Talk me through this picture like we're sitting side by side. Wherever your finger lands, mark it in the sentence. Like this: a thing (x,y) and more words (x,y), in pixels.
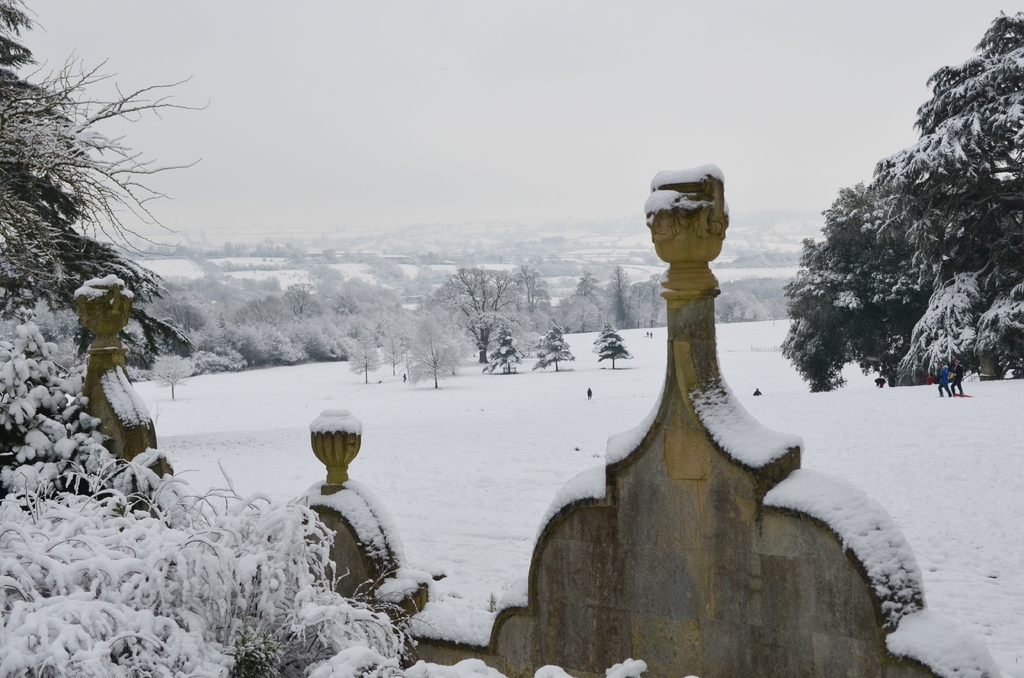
In this picture, it looks like a wall (539,577). Behind the wall (737,524) there are several people (959,372) on the snow (917,408). Behind the people (951,374) there are trees (651,282), hills (463,240) and the sky (335,118).
